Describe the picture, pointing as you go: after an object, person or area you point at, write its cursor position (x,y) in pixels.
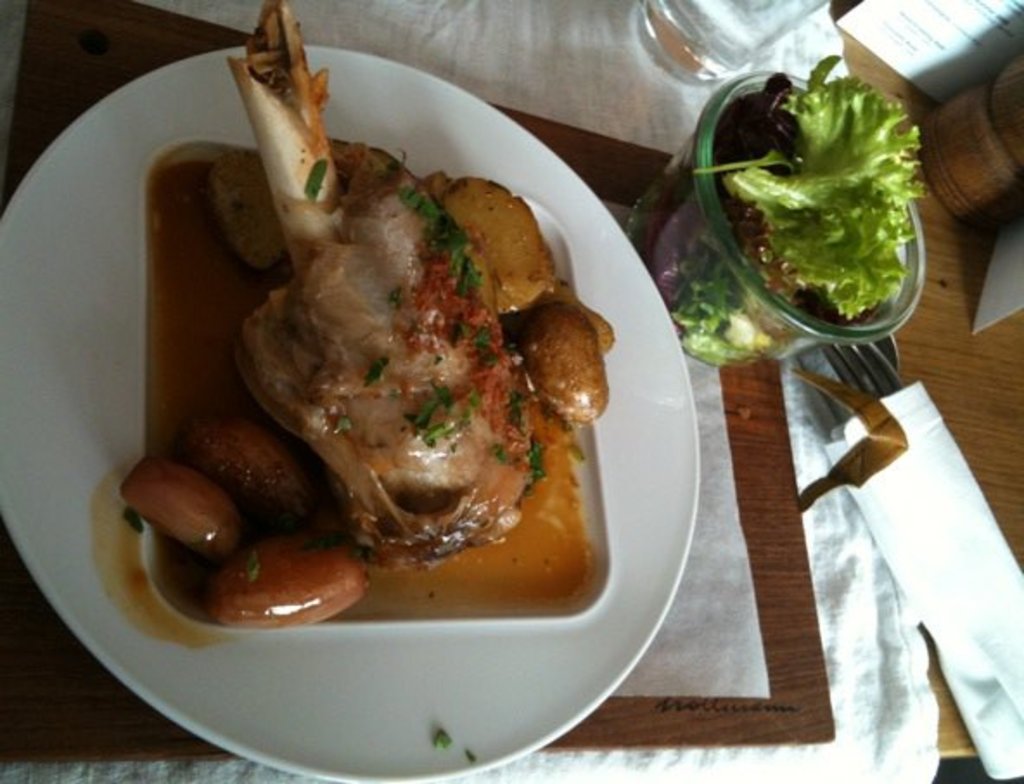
In this image, we can see some eatable things (414,382) and food items (358,387) on the plate (594,469) and bowl (663,249). Here we can see tissues (925,547), spoon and fork (876,382). Top of the image (951,163), we can see few objects (1002,162). Here we can see a wooden surface (790,722).
